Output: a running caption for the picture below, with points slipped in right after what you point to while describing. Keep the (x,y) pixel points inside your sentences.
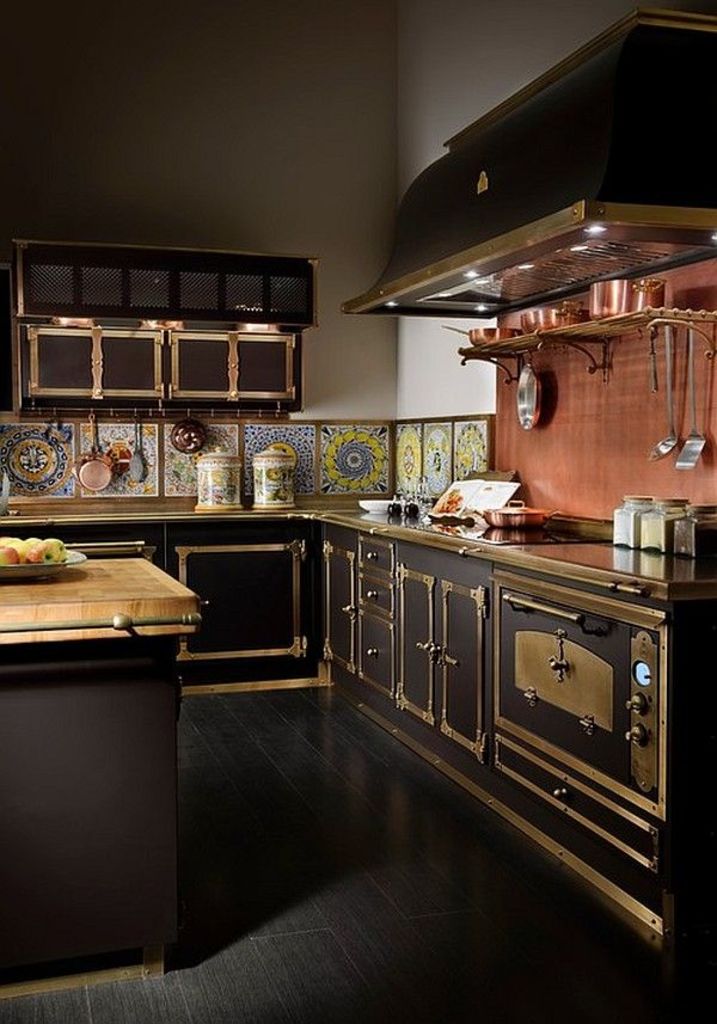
We can see plate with fruits (51,553) on the table (95,642). On the right side of the image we can see jars (677,527) and objects (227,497) on shelf (527,540), under the shelf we can see cupboards (254,540). We can see bowls (596,295) and pan (483,336) on the surface (643,322) and we can see spoons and pan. In the background (305,411) we can see wall (326,403).
